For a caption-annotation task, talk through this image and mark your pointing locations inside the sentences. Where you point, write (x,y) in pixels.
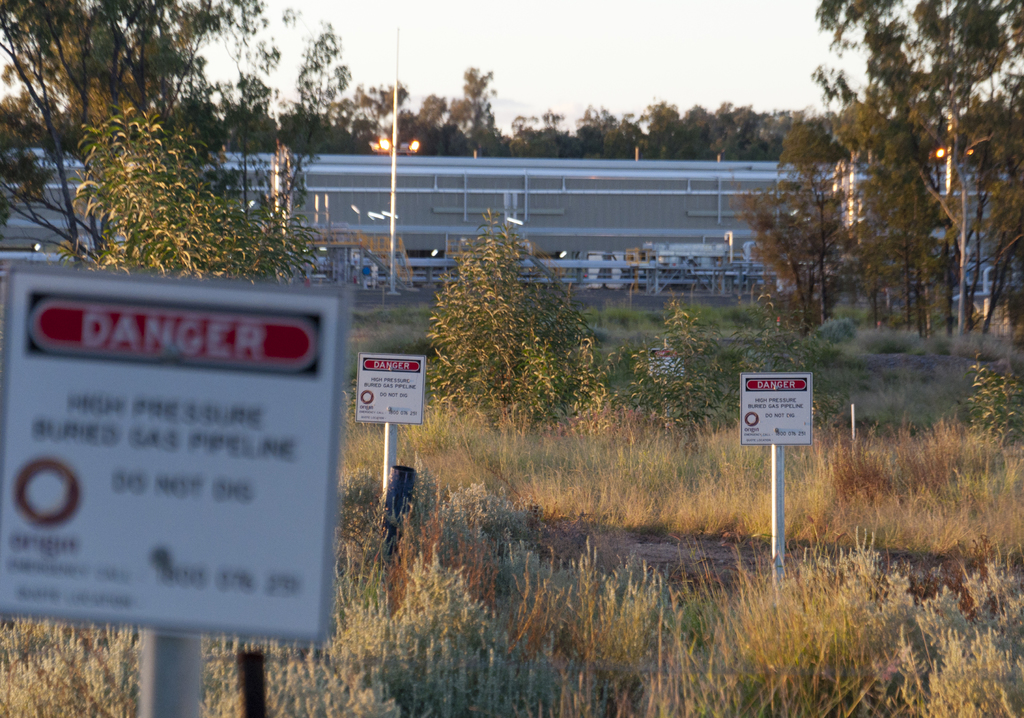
In this picture we can observe white color caution boards (373,398) fixed to the poles (779,497). There is some dried grass (562,567) on the ground (849,388). In the background (245,197) there are trees (664,156). We can observe a sky (568,63).
